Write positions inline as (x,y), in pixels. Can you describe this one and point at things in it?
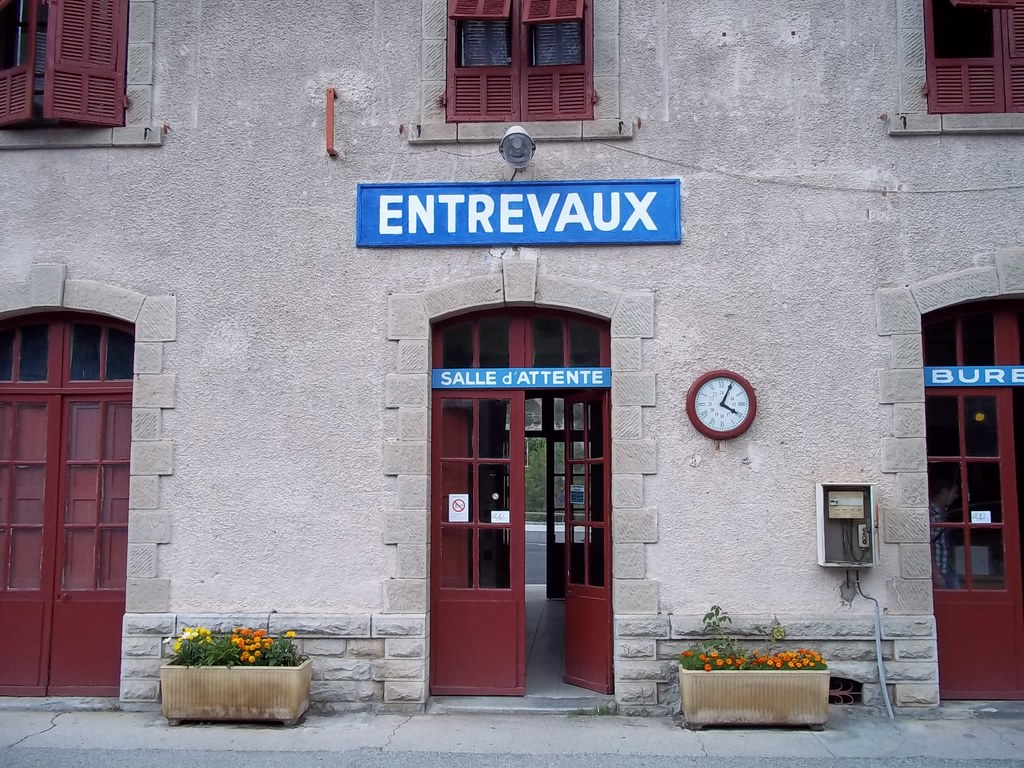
In this image we can see building (568,436) with doors (568,436) and windows (506,100). There is a board (542,195) with some text (413,208). At the bottom of the image (473,764) there is a road (141,762). There are plants (295,646). There is a clock (707,383) on the wall (770,405).
